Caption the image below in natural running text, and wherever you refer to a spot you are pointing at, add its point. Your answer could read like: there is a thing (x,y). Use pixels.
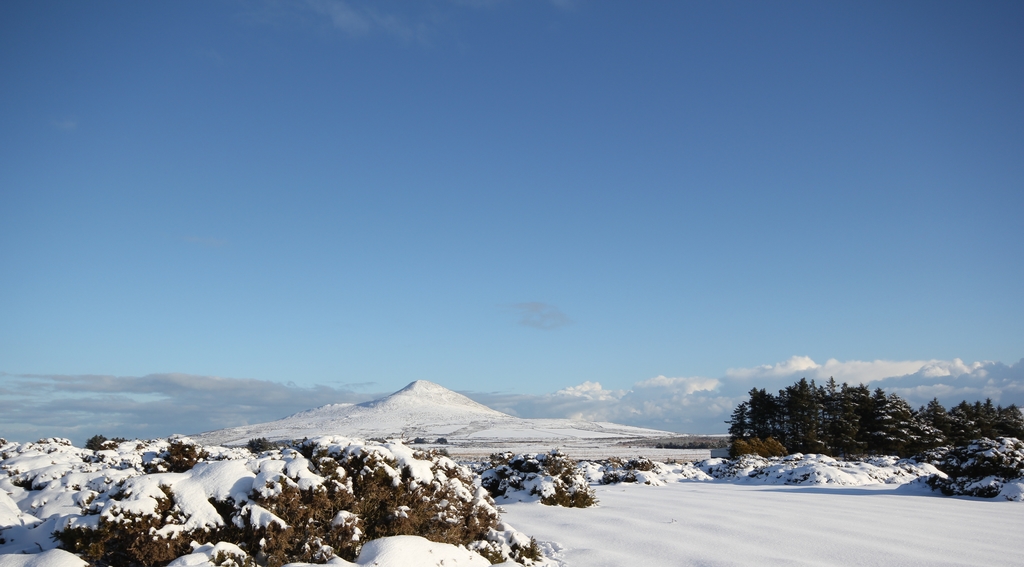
In this picture I can see snow (579,526). I can see trees (739,434). I can see clouds (85,412) in the sky (400,220).
